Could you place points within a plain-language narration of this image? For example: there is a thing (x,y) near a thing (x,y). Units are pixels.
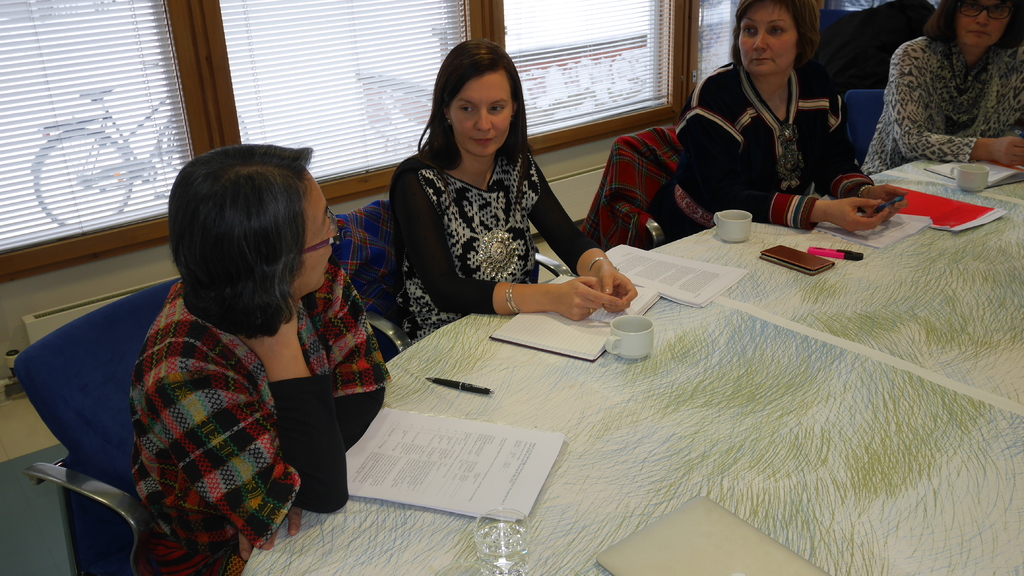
In the image there are many women (498,222) in patterned tops (827,144) sitting around table (958,190) with coffee cups (630,329), books (590,356), pens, marker (856,253) and cell phone (792,251) on it, behind them there is window (83,168) with blinds (322,71) on the wall (69,292) and outside the window (156,153) a bicycle (75,123) visible.
